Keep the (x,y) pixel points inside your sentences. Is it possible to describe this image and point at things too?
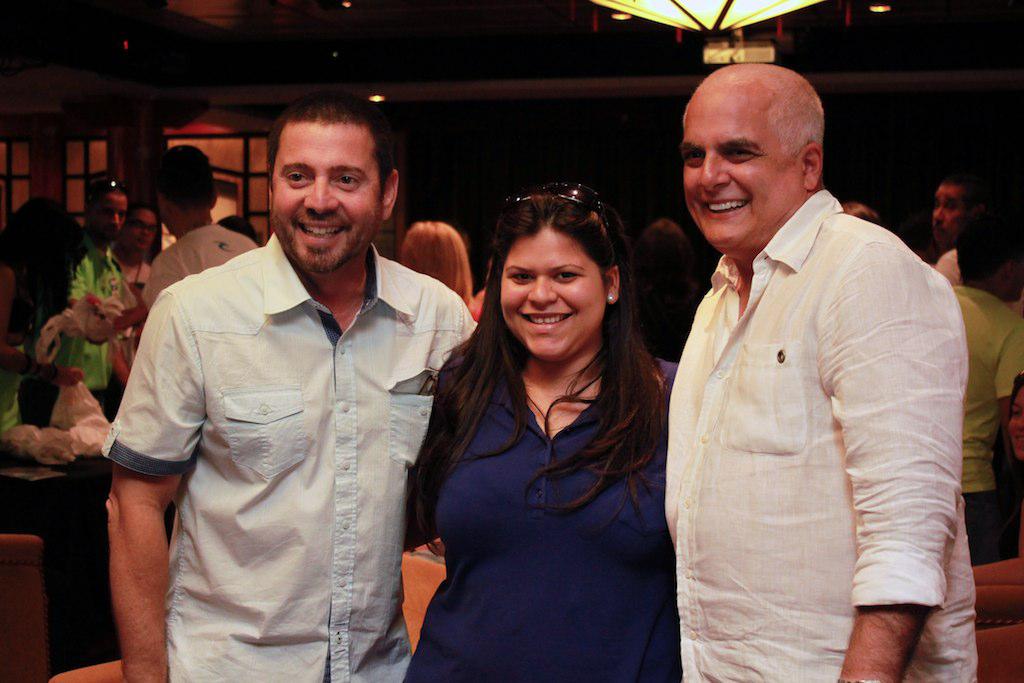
In this image in the foreground (457,471) there are three persons (534,489) who are standing and smiling, and in the background (245,241) there are some people (451,254) who are standing and also there are some tables (86,506). On the tables (75,463) there are some plastic covers (76,444) and a paper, in the background (235,171) there are some windows (235,171) and wall (596,120), on the top (328,39) there is ceiling (507,39) and some lights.
